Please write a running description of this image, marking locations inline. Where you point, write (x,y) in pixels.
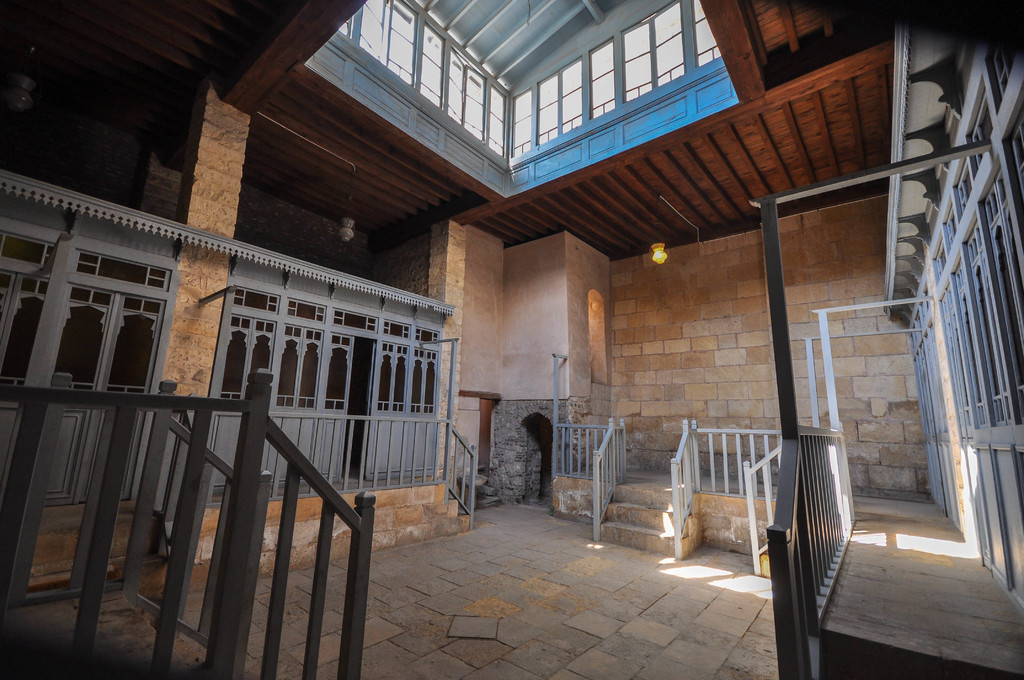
This is the inside view of a building (630,460). Here we can see a fence (814,577), light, pillar (194,327), and steps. This is floor (508,616) and there is a wall (647,357).
